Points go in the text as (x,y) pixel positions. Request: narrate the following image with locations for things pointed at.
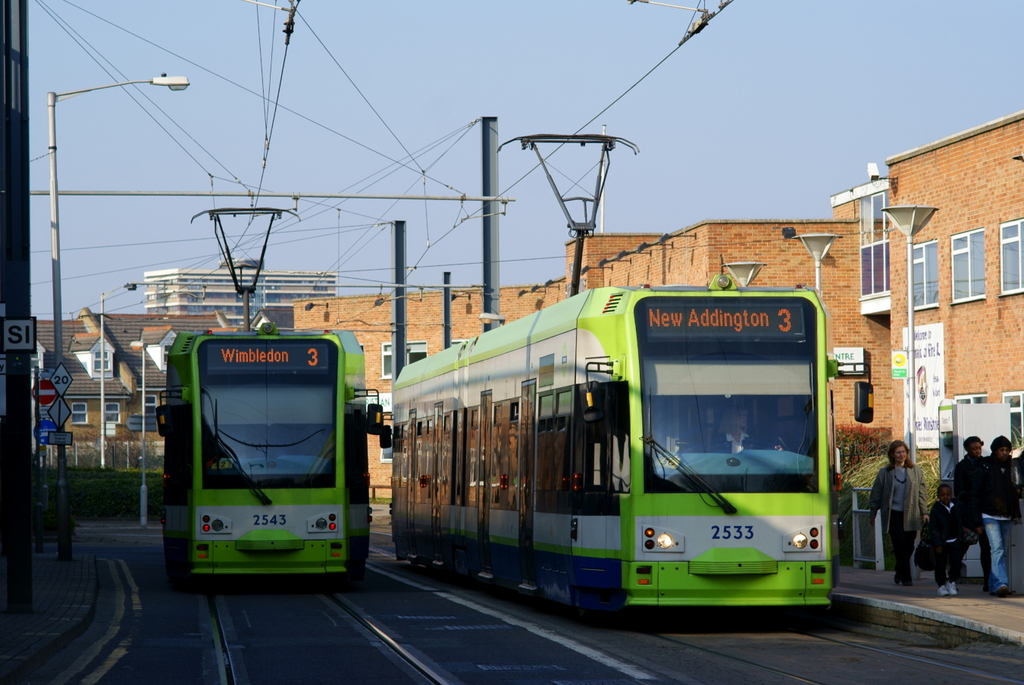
In the center of the image (419,441) we can see two trams (526,573) on the tracks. And we can see one person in one of the trams (361,482). In the background (410,64), we can see the sky (698,43), buildings (701,223), poles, wires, windows (972,230), plants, sign boards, few people (909,533) are walking and a few other objects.
